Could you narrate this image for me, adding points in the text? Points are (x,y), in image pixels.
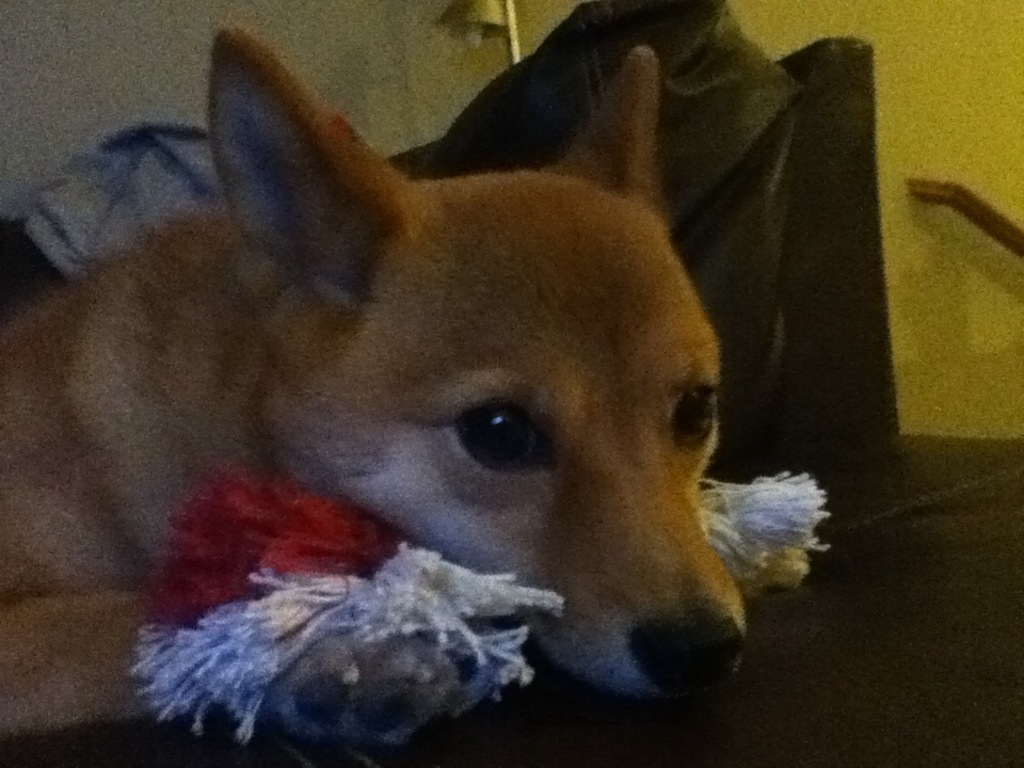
In the image on the black surface (780,646) there is a dog (545,644). And there are thread bundles (392,614) under its head (388,355). Behind the dog (218,224) there is a black color object (556,77) and also there is a lamp (450,13).
